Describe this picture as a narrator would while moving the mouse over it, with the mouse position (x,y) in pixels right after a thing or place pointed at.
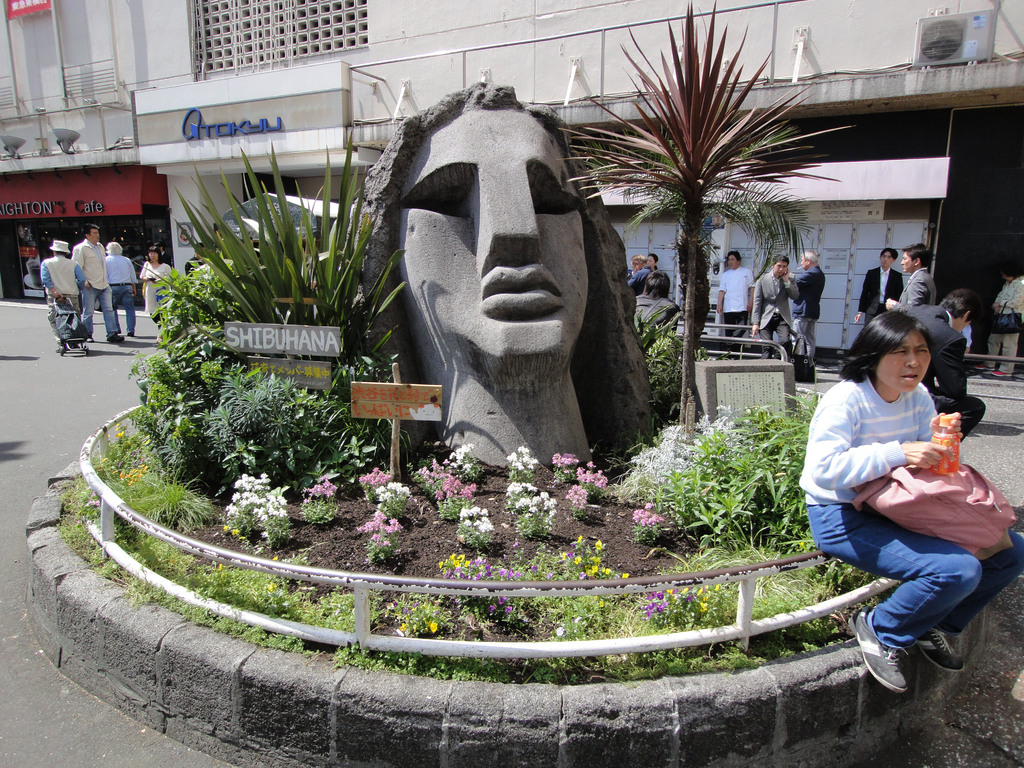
This image is clicked outside. In the middle (533,379) there is a sculpture (533,409). To the right (893,535), the woman (862,615) sitting is wearing blue jeans (947,581) and holding a pink color bag (914,484). There are many people (86,264) in this image. In the background (317,90), there are buildings (892,9) and shops (90,217). At the bottom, there is road (46,367). In the middle (664,450) there are plants (572,566).
